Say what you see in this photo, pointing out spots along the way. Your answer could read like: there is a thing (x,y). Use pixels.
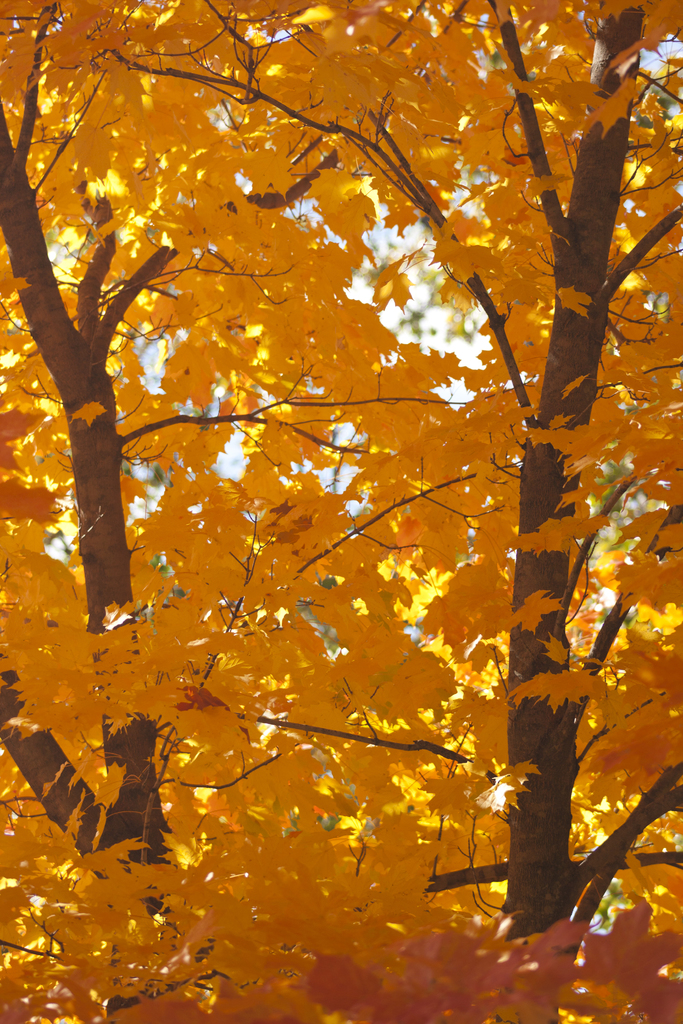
The picture consists of a tree (510,417).
